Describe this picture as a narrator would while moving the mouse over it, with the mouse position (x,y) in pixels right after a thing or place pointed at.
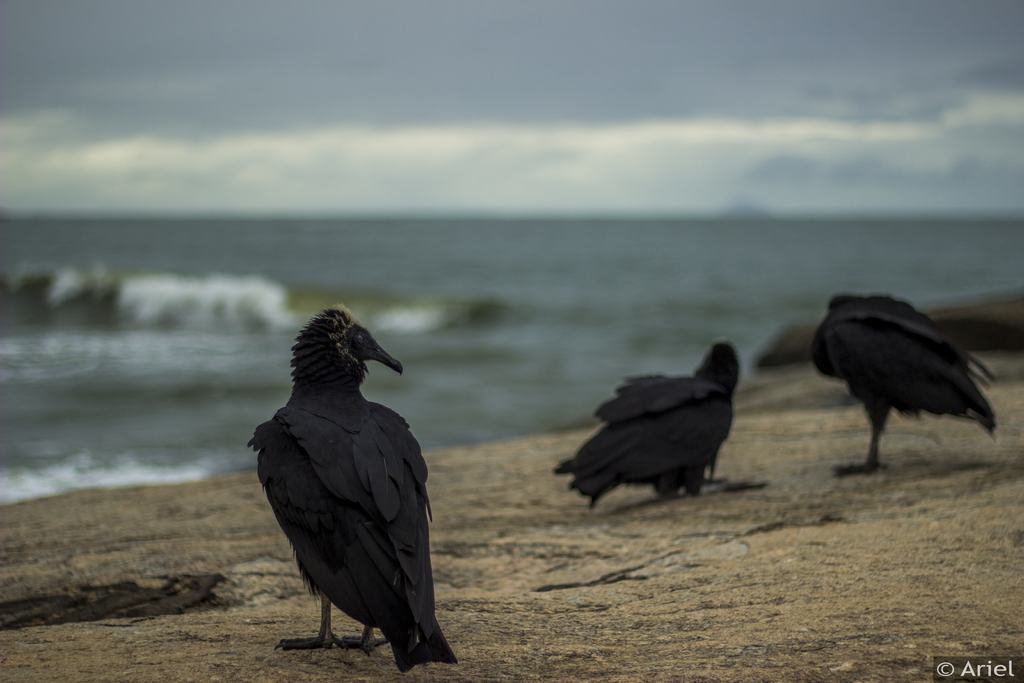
In this image we can see few birds (865,380). We can see the clouds (634,174) in the sky (696,127). There is a sea (631,309) in the image.
